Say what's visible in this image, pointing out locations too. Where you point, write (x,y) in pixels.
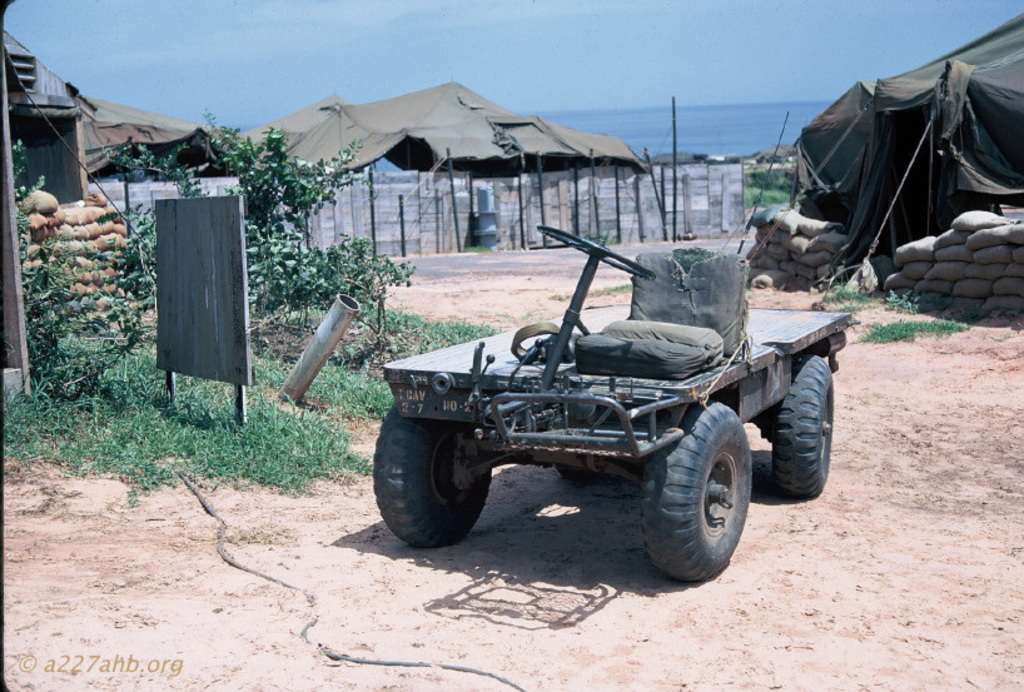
In this image I can see a vehicle (646,417) on which there are 2 bags (671,341). There are plants (255,293), board (214,291) and sacks (58,225) on the left (50,336). There are many sacks (1004,304) and a tent (1001,43) on the right (984,270). There is a tent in the center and there is water (749,119) behind it. There is sky (433,52) at the top (447,52).
